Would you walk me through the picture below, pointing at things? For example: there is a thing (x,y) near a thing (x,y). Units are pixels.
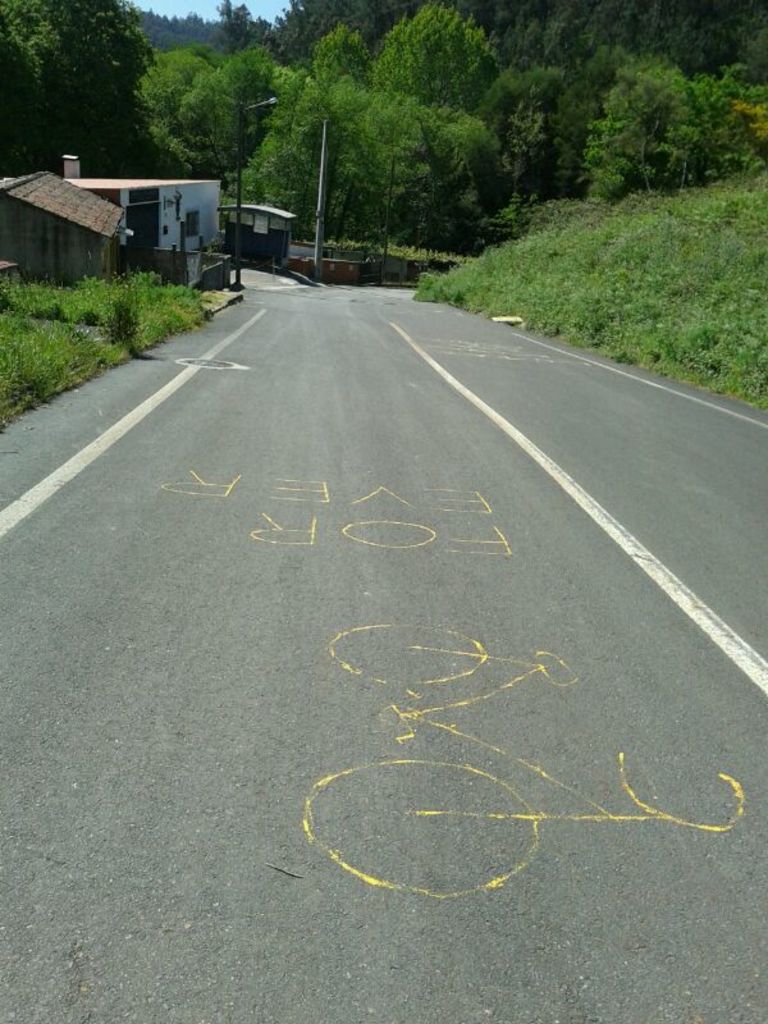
In this image there is a road (166,483) beside that there are small buildings (30,237), trees (312,201) and grass (700,296).
